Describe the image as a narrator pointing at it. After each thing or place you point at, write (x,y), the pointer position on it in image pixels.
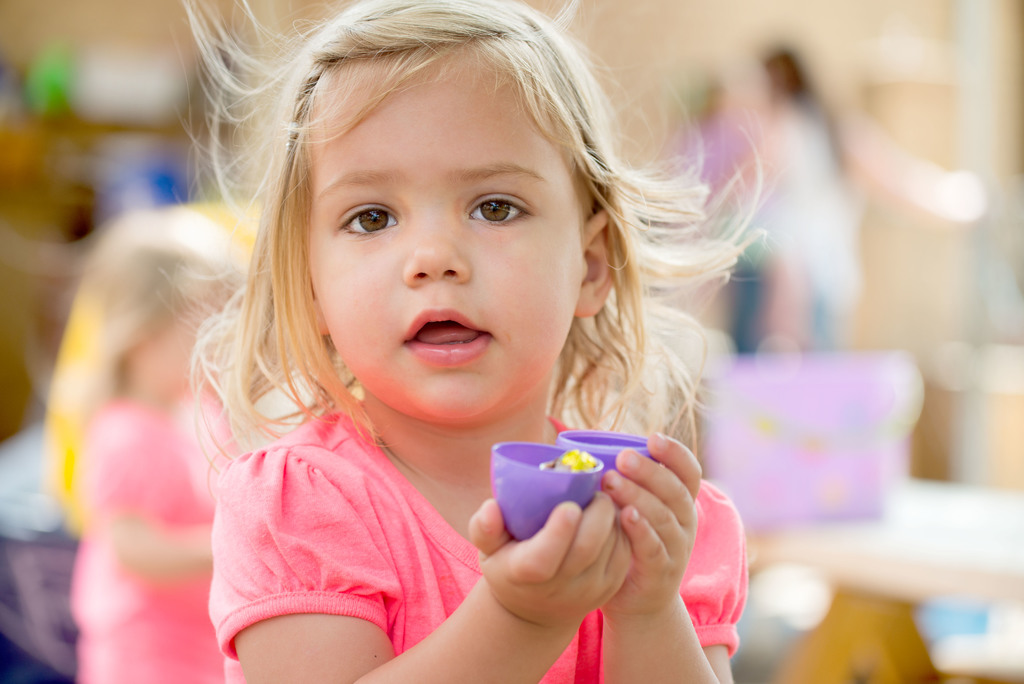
In this image we can see a kid (500,400) holding some objects (555,445) and the background (106,339) is blurred.
